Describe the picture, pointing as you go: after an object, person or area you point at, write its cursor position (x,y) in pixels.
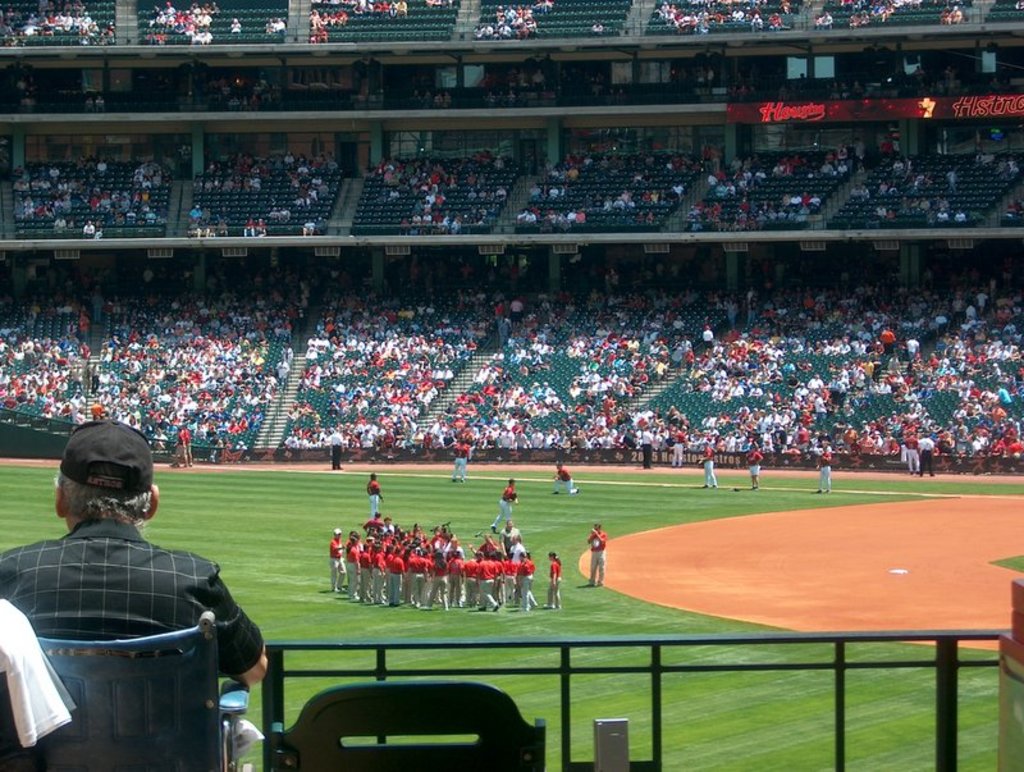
In this image we can see the stadium (41,62). Here we can see a person (7,585) sitting on a chair (84,713) and he is on the left side (181,676). Here we can see the metal fence (953,649). Here we can see a few players (515,569) on the ground (451,486). Here we can see the spectators (156,420) sitting on the chairs (229,216).
